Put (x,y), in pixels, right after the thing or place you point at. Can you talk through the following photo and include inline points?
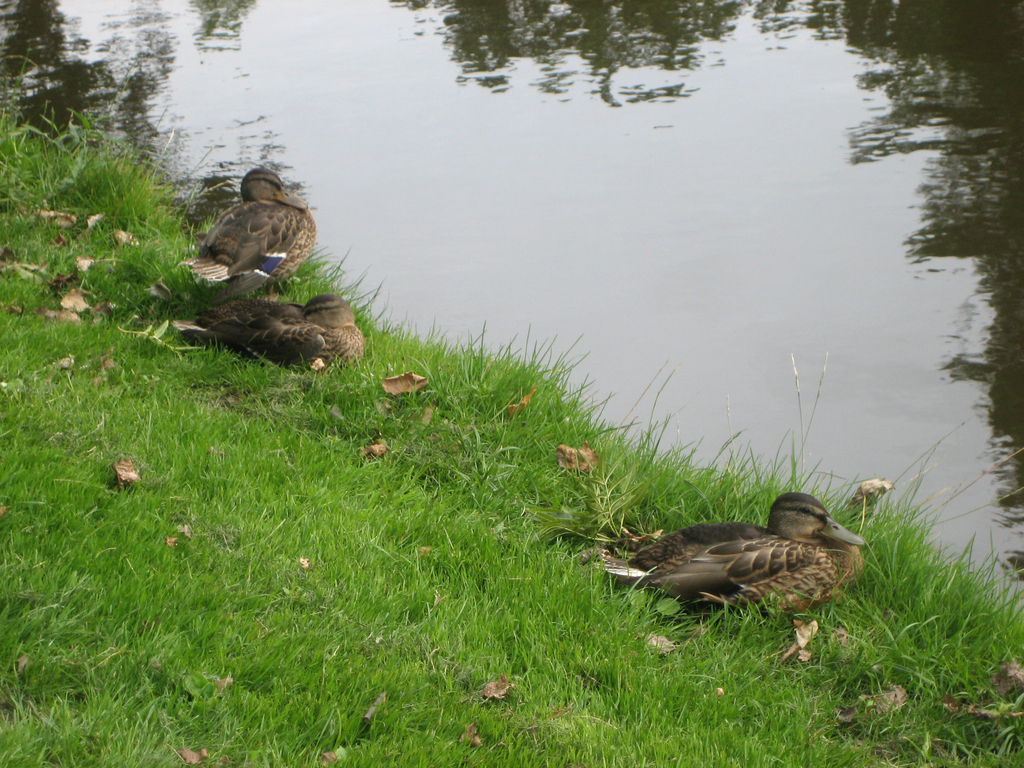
In this picture I can see there are ducks (717,593) that are sitting on the grass (445,507), on the right side (883,201) it looks like a canal (687,244).
